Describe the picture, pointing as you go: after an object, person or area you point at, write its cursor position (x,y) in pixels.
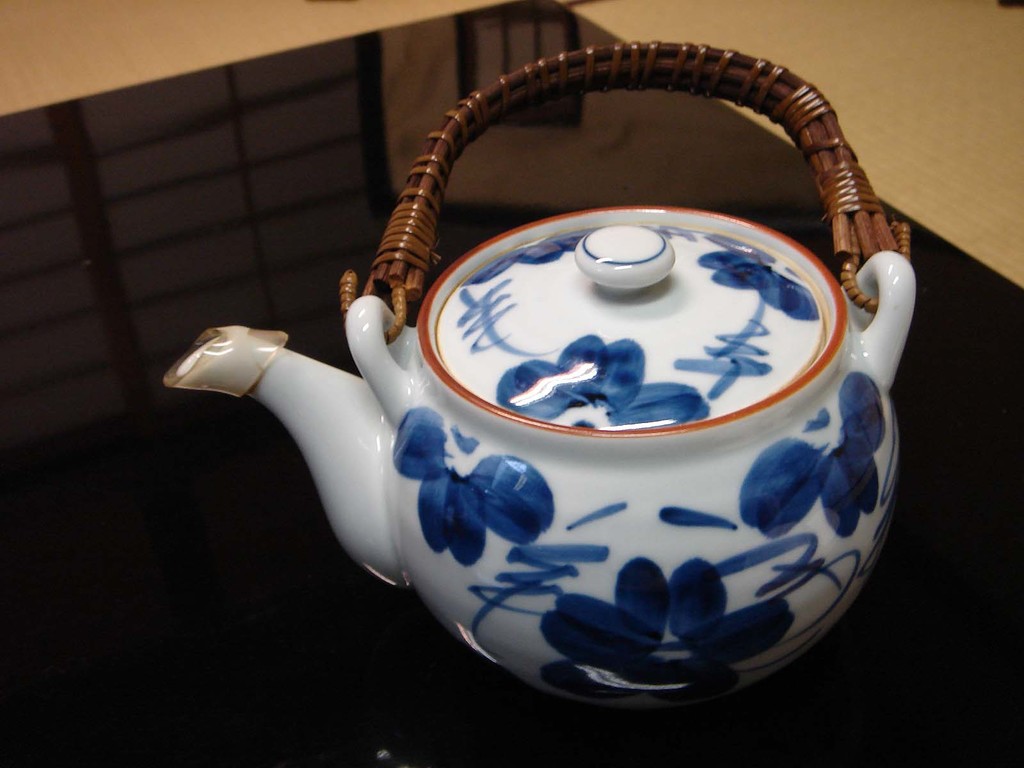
In this image on a table (330,209) there is a kettle (588,392). This is the floor (825,65).
